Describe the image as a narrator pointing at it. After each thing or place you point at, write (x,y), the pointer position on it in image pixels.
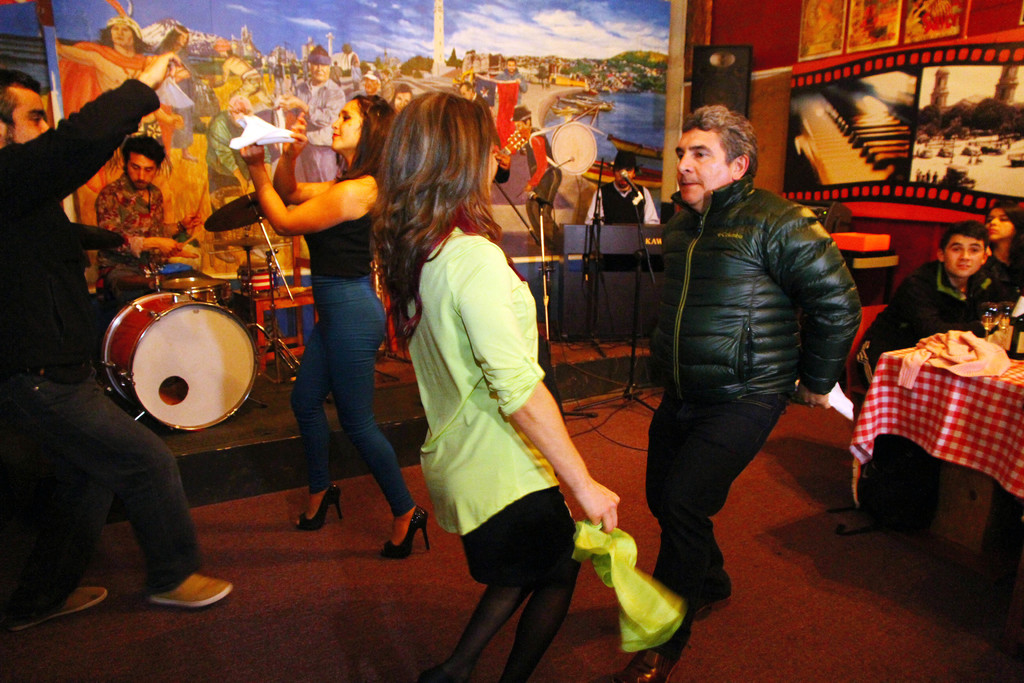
The image is inside the room (422,494). In the image there are four people (429,277) dancing, on right side (962,257) there are two people (976,251) sitting on chair (850,377) in front of a table (985,347). On table (915,350) we can see a cloth (1000,360), wine glass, bottle (1018,354) on left side (180,261) there is a man (178,242) playing his musical instruments (187,326), in background (569,208) we can see painting (535,83), speaker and a man (633,214) playing musical instrument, microphone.
